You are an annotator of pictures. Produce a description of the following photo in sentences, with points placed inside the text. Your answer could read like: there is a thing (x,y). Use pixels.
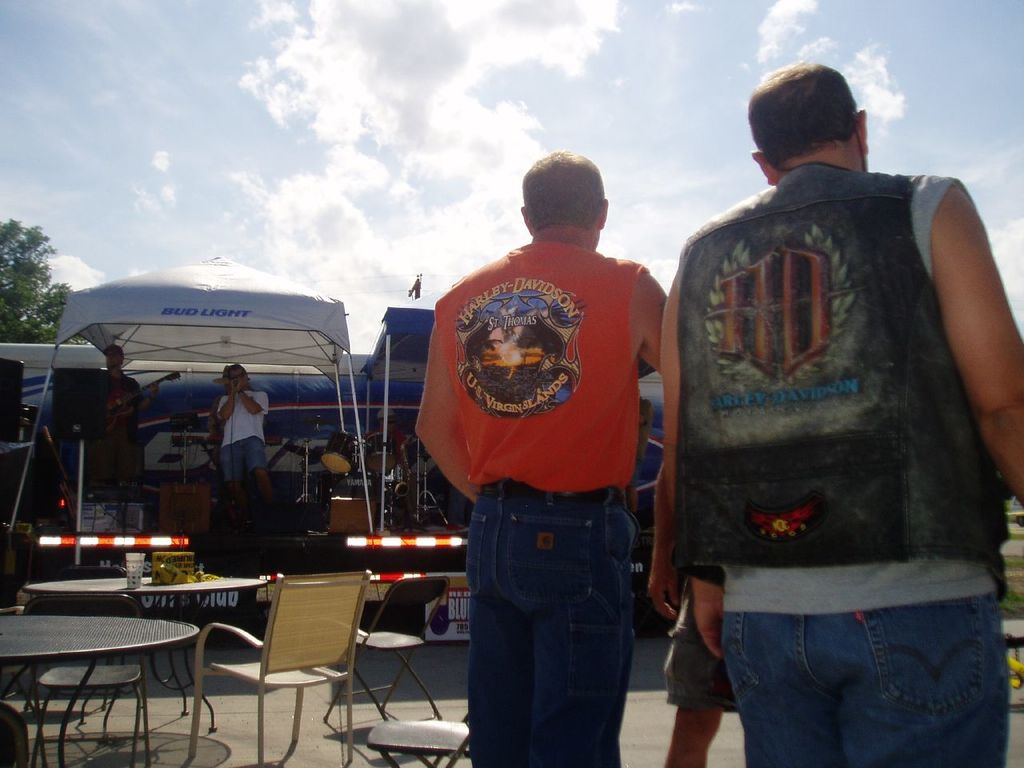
There are two men (805,471) standing in the front, they wore vest coat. In background (121,433) there are men (226,416) one holding guitar (129,397) and singing on mic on a stage (249,528), there is a drum kit (307,493) beside them. In front of them there is a table (234,582) with cup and chair (270,634). At background (12,301) there is a tree (29,296). The sky (155,148) is filled with white clouds (451,90).
